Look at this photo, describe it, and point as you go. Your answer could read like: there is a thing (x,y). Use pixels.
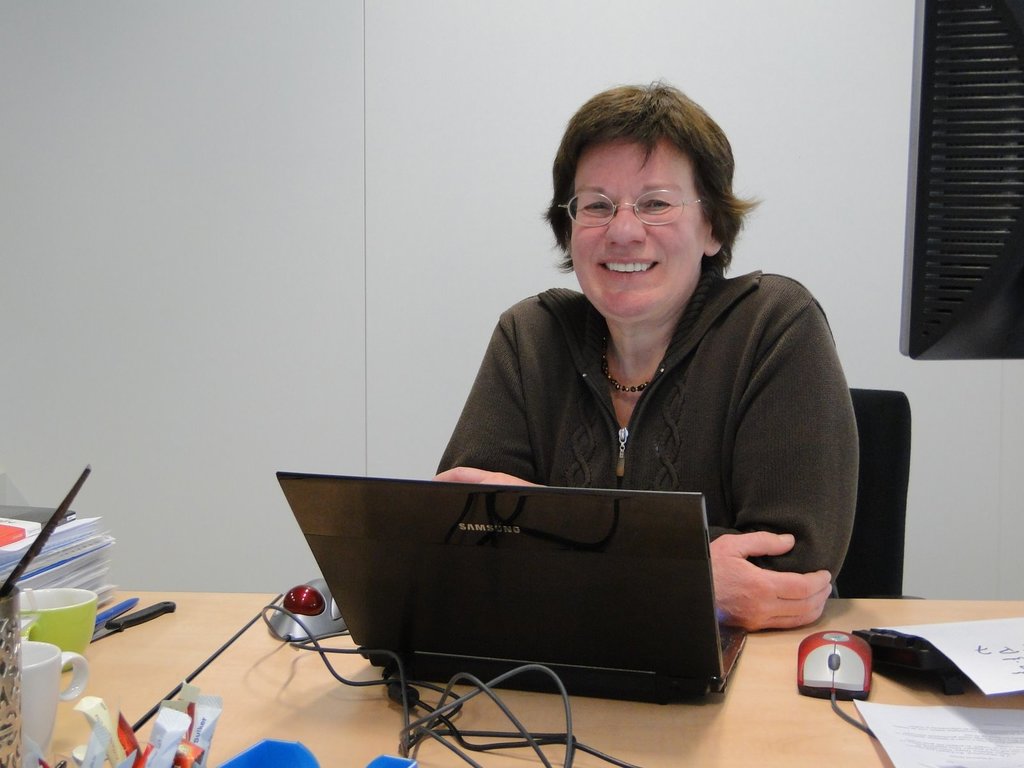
In this image I can see a person (697,395) wearing black color dress (834,460) is sitting on a black colored chair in front of a cream colored table (771,719). On the table (764,712) I can see a laptop (482,590), few wires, few papers (877,704), a mouse (847,665) and few other objects (22,725). In the background (327,269) I can see the white colored wall (326,239) and to the right top of the image (943,42) I can see a black colored monitor (944,288).
